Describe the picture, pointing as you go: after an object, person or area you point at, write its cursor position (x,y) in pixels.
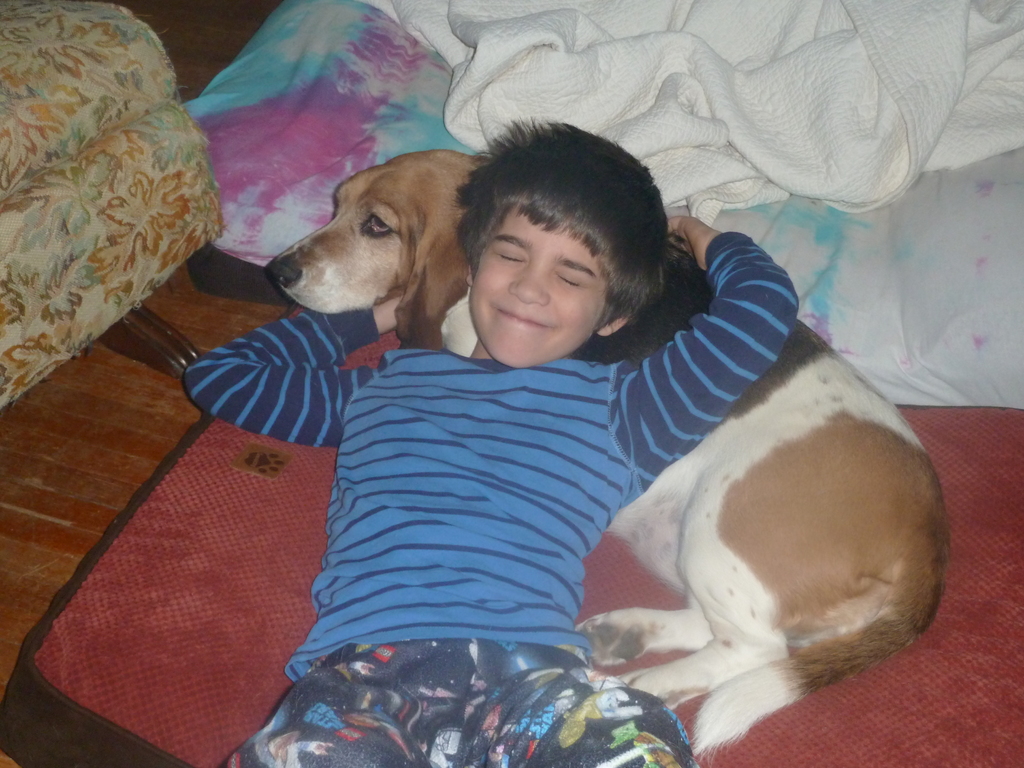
In this picture we can see a boy (578,651) and a dog (739,447) laid on the carpet (289,628). These are blankets (643,87).
